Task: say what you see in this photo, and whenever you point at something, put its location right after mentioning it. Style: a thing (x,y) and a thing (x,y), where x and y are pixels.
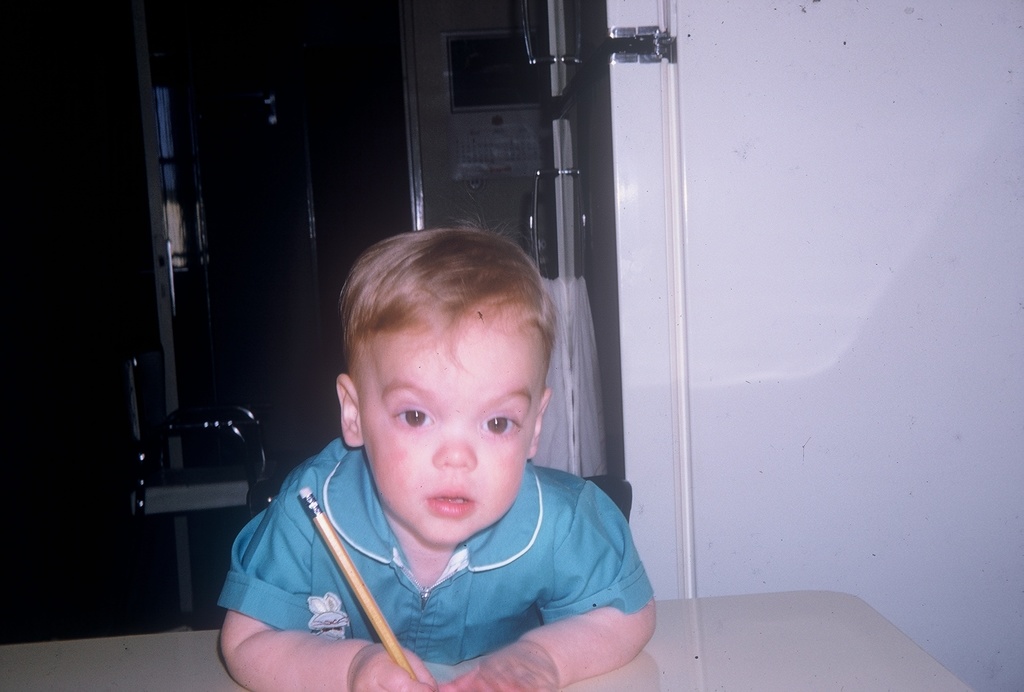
In the image we can see a child (554,525) wearing clothes (600,559) and holding a pencil (370,597) in hand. This is a door (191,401) and a cloth (568,404), this is a surface (782,652).
